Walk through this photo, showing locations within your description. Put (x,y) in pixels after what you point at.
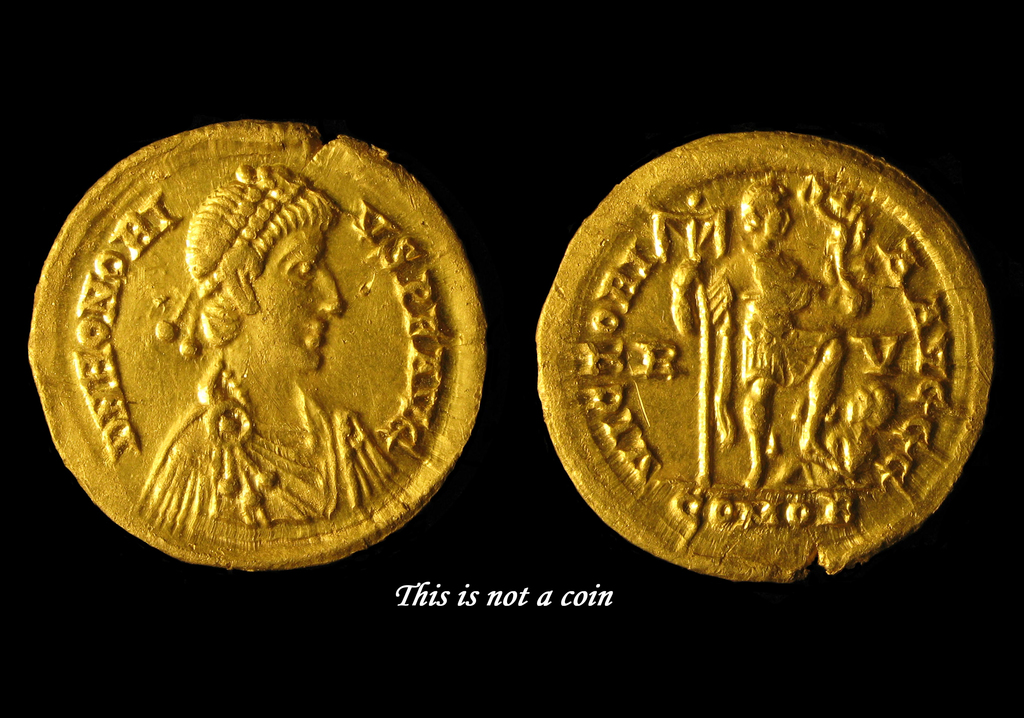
In this picture I can see there are two coins (615,393) and there is some symbol (268,325) on the coin (286,377) and there is something written at the bottom of the image (512,593). The backdrop (742,108) is dark.
